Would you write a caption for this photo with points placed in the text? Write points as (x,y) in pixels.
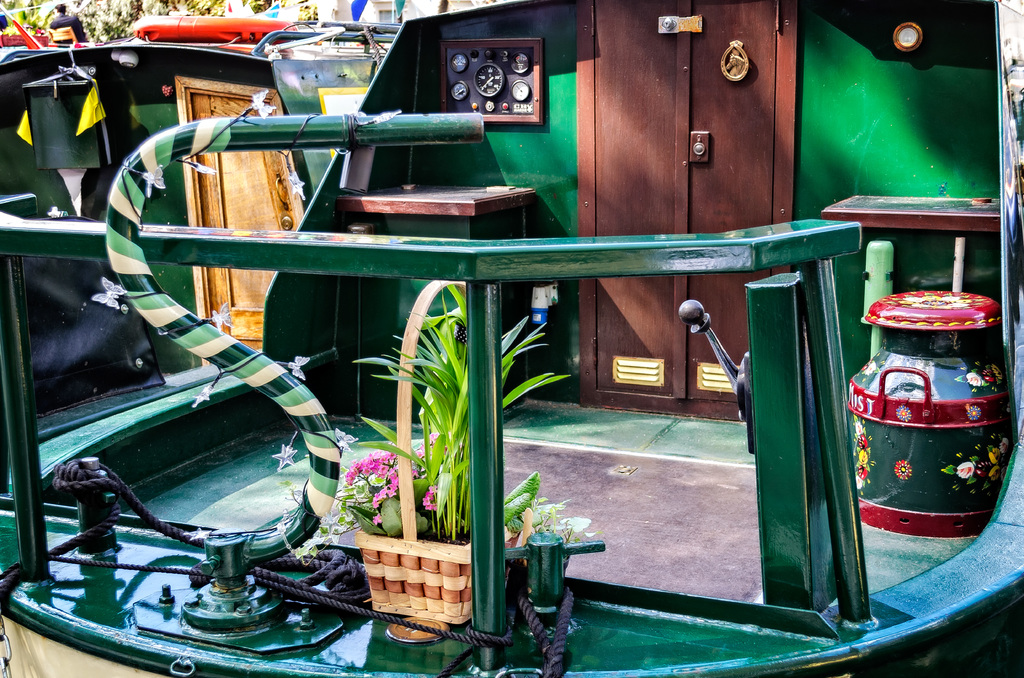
In this image we can see some object (520,178) which is in the color of green, there is flower pot (400,537), plants (420,523), can (947,344), meter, door (623,141) and on left side of the image (211,65) there is another vehicle (232,95) and there are some trees (98,35).
